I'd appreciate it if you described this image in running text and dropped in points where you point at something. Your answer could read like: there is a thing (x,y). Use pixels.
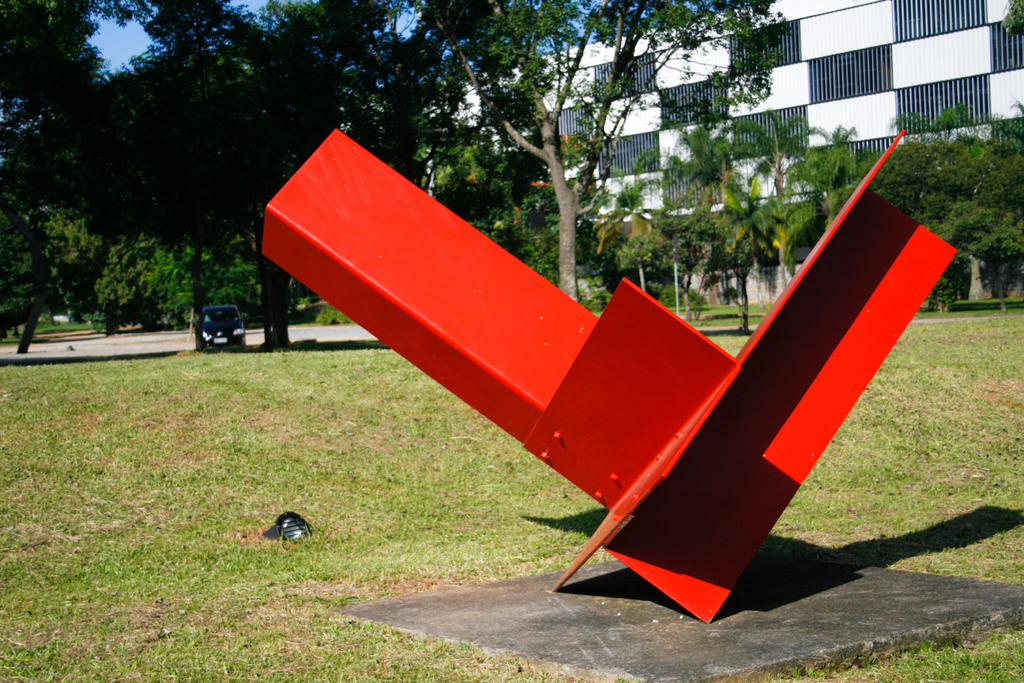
In this image I can see a red color object (697,434). Background (150,158) I can see trees (260,137) in green color and sky (119,39) in blue color, and I can also see a vehicle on the road (293,330).
